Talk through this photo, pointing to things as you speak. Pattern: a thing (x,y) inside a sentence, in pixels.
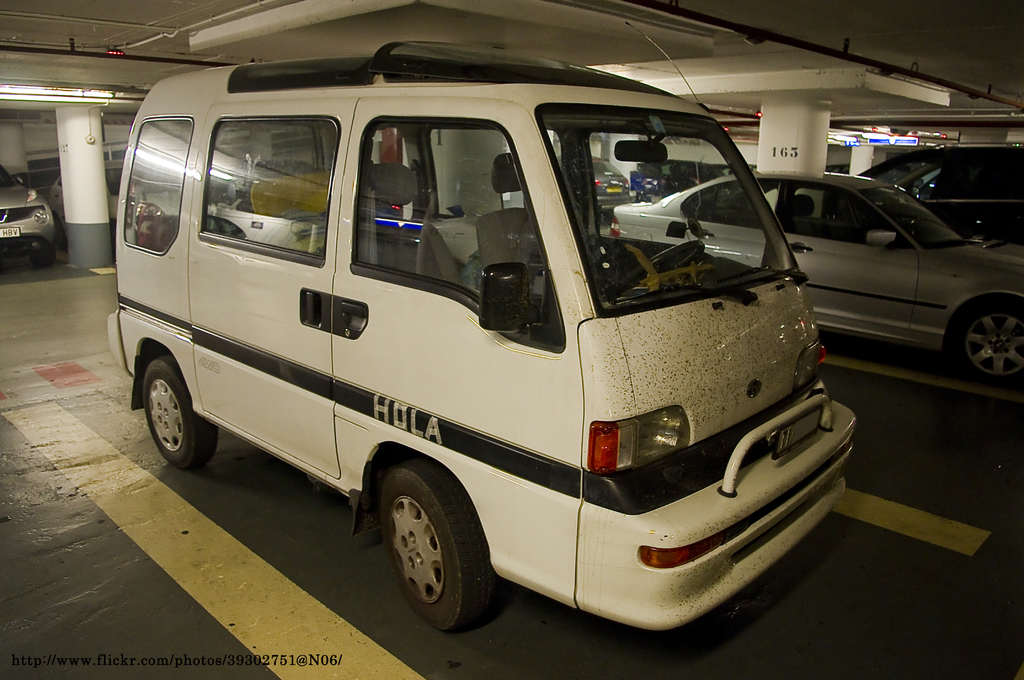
In this image we can see there are many vehicles (329,237) parked in a parking area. At the top (151,43) there is a ceiling (549,43).
